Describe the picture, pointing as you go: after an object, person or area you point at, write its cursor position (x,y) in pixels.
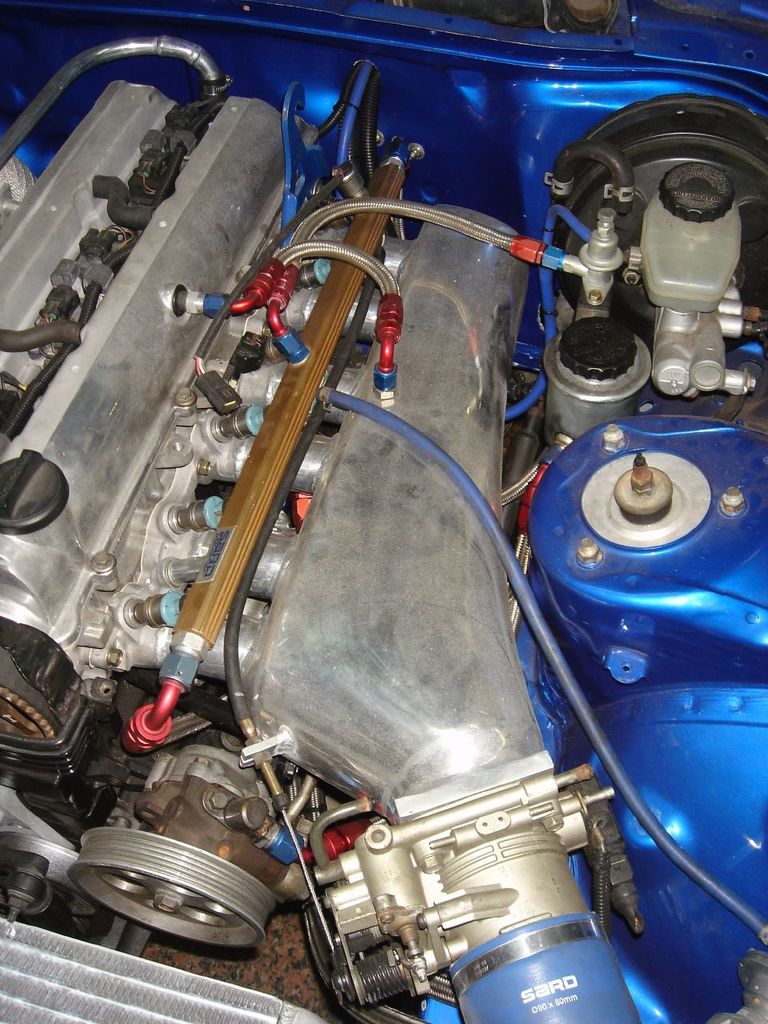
In this image I can see an engine (333,327), few pipes (411,213) and few blue colour things (757,748).
